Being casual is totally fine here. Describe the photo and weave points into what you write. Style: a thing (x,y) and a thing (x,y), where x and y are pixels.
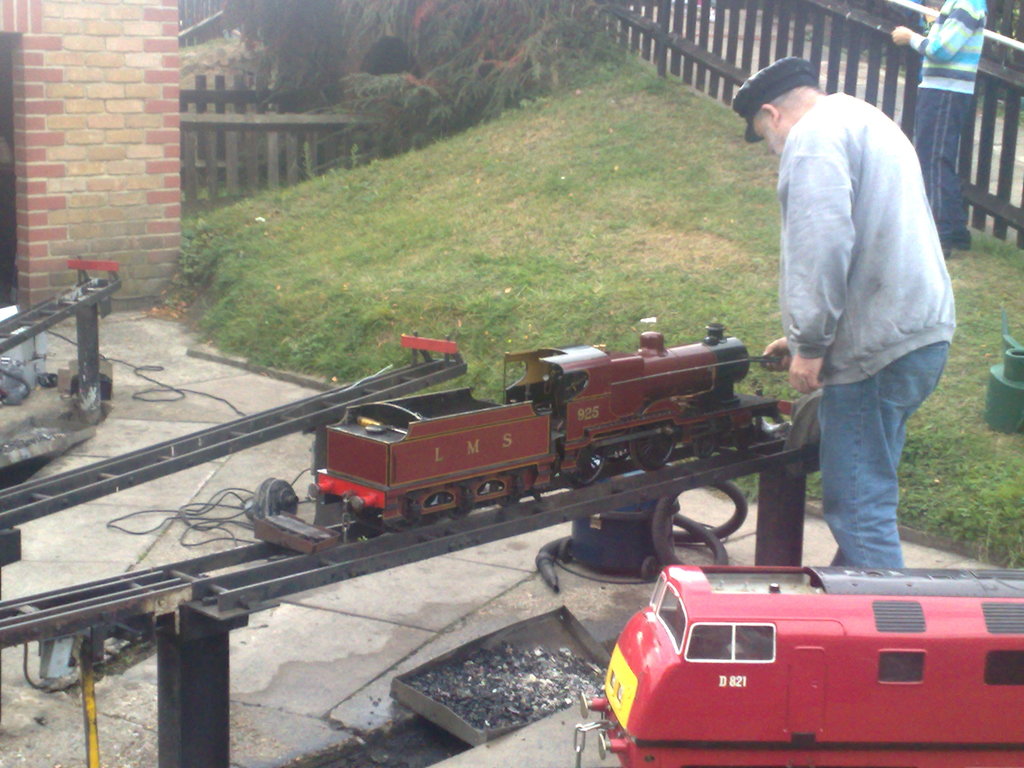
In this picture there is a toy train (390,511) on the iron rod (501,509) and there are few other rods (75,313) beside it and there is another train (862,676) which is in red color is in the right corner (891,670) and there are two persons (896,350) and greenery ground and a fence wall (771,12) in the background (564,121).
